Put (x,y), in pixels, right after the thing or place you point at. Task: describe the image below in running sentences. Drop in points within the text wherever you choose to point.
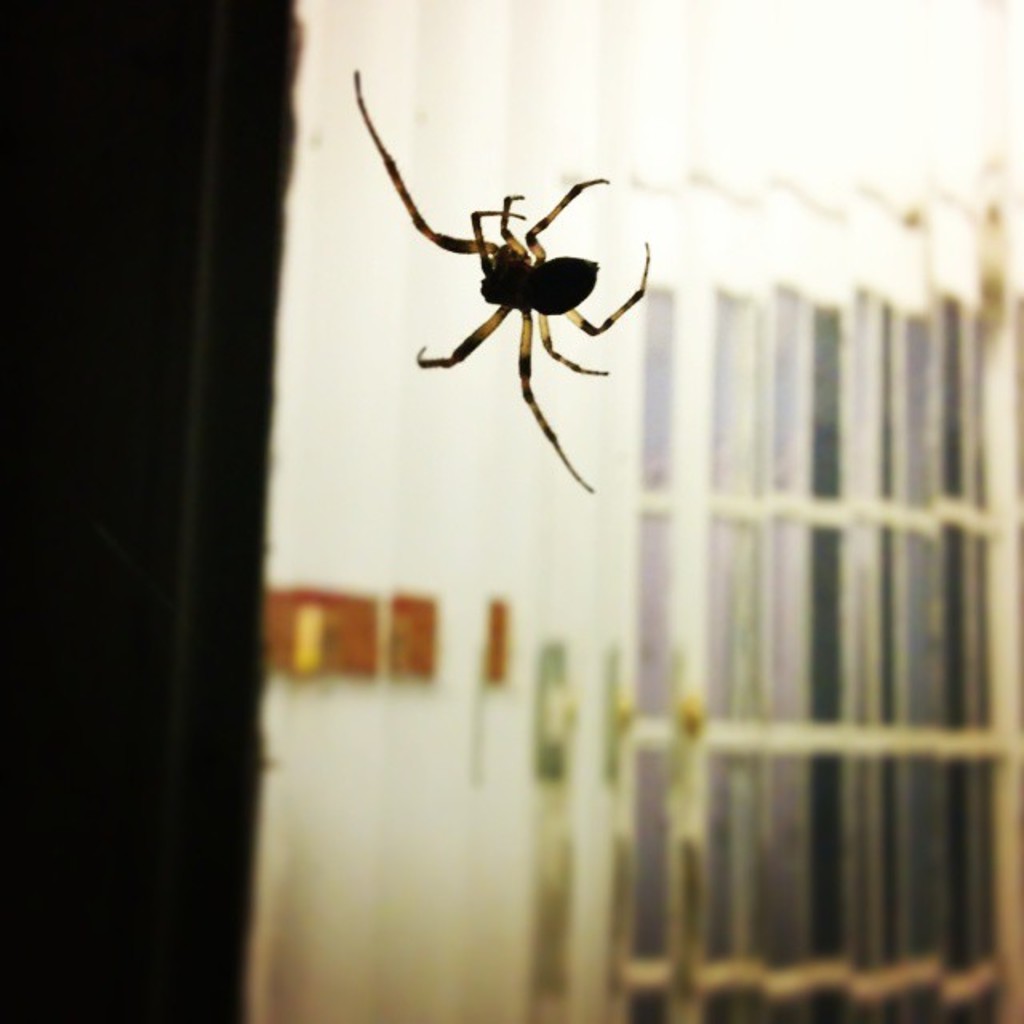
In this image we can see a spider (507,312).
